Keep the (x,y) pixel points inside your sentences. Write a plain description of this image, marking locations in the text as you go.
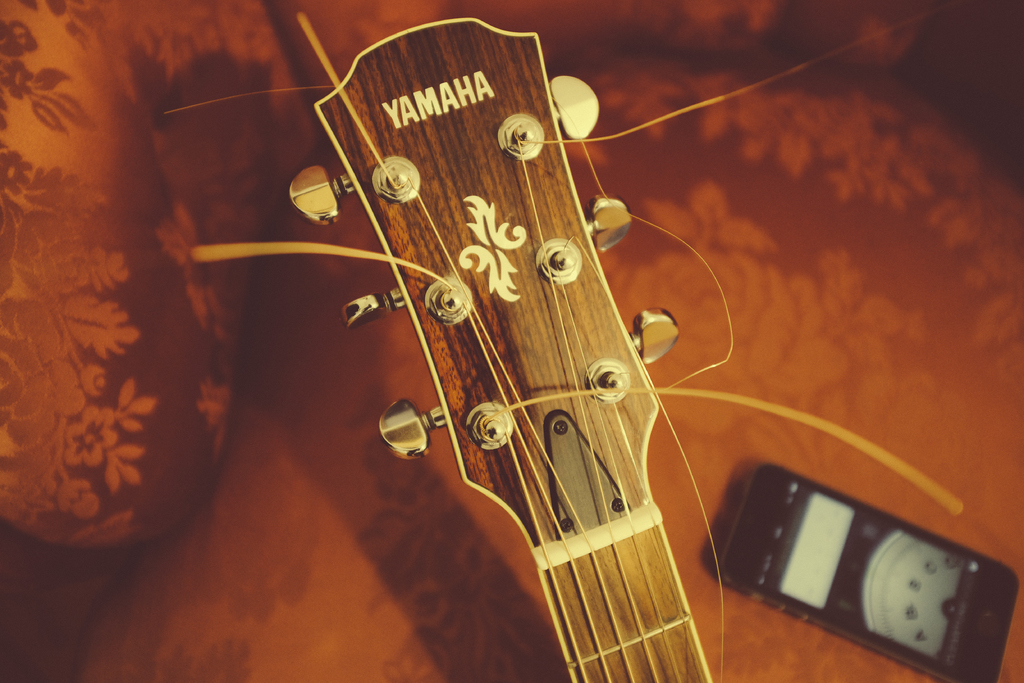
In this image we can see a Yamaha guitar (516,354) with untrimmed strings (589,430). In the background of the image (915,577) we can see a phone (848,586).
